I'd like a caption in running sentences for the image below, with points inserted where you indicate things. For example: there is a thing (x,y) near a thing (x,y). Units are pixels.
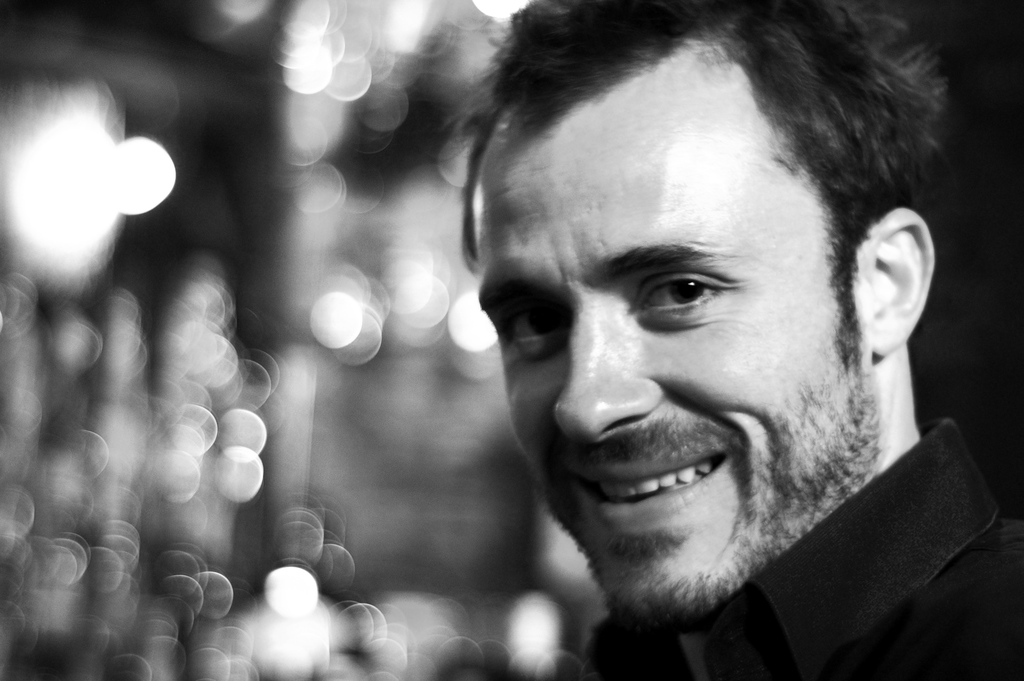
This image is black and white. In this image there is a person (719,577) with smile (629,479).
